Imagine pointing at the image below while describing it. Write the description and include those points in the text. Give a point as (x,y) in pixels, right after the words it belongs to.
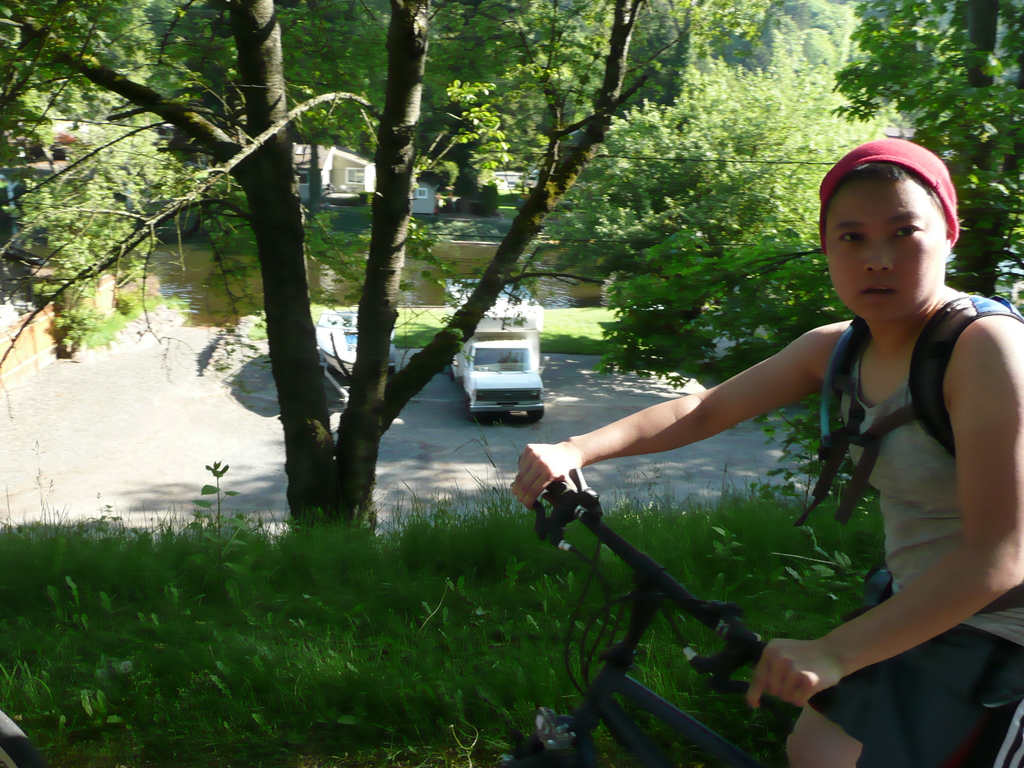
As we can see in the image, there is a tree (380,317), a truck (516,343) on road (516,430), grass (367,633) and a boy (896,617) on bicycle (641,696).
